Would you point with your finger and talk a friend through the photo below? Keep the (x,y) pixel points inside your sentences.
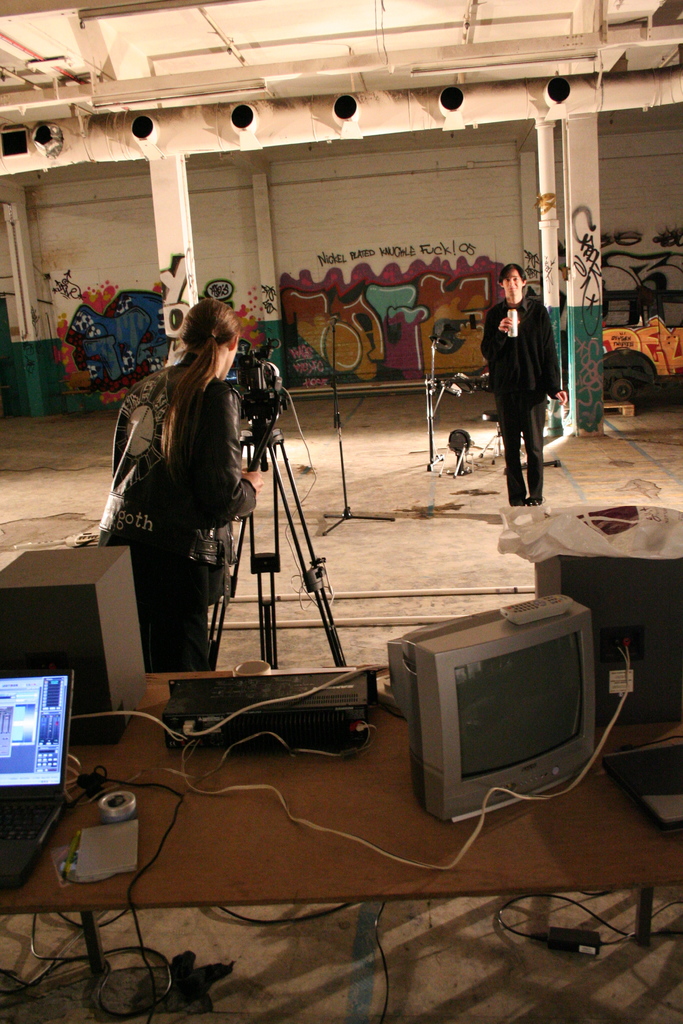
Here in this picture in the front (215,799) we can see a table (214,798), on which we can see a laptop (49,750), a television (464,750), speakers (125,671) and a music player (294,735) all present on it over there and in front of that we can see a woman (173,421) standing with a video camera (252,405) on the tripod (280,482) present in front of her and in the front of the video camera (268,393) we can see a person (505,343) standing on the floor (497,475) with a bottle (516,331) in his hand (507,323) and we can also see other items (482,416) present over there and behind him we can see pillars (572,284) present and on the wall (641,261) we can see painting (490,278) done over there.
